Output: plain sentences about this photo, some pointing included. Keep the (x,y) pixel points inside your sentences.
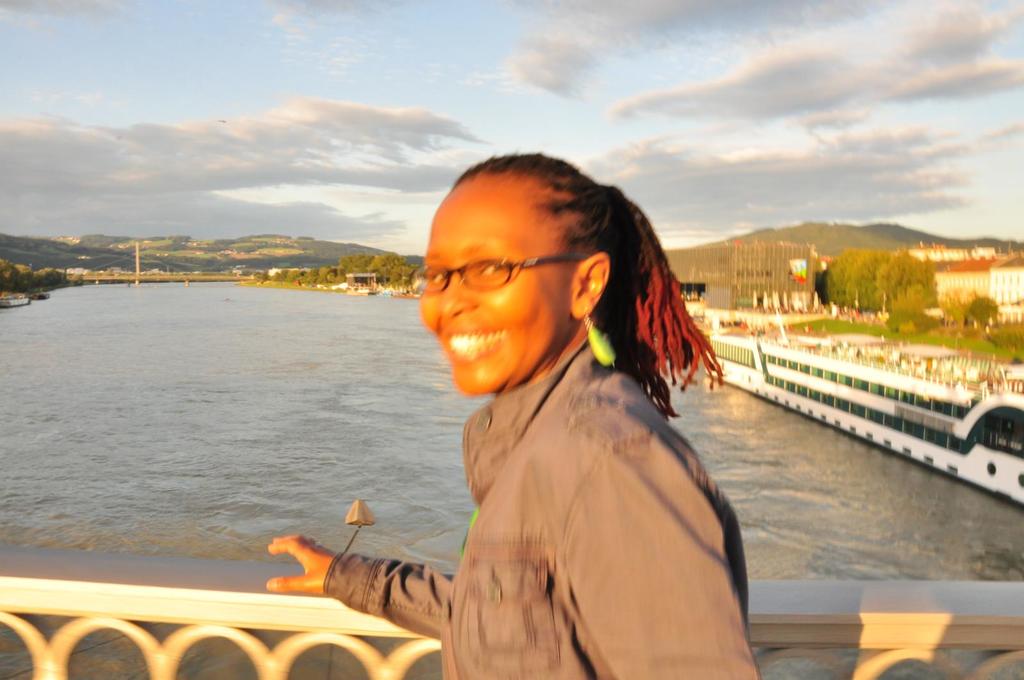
In the middle of the image (614,332) there is a lady (566,487) with jacket (534,476) is standing and she is smiling. Behind there is a railing (102,581). Behind the railing (102,581) there is water (241,407). To the right side of the image (930,311) there are trees (862,280), grass (822,333) and buildings (785,280). And in the background (826,290) there are trees (315,269), hills (296,259) and also there is a bridge (227,274). And to the top of the image (367,36) there is a sky (659,28) with clouds (576,28).
